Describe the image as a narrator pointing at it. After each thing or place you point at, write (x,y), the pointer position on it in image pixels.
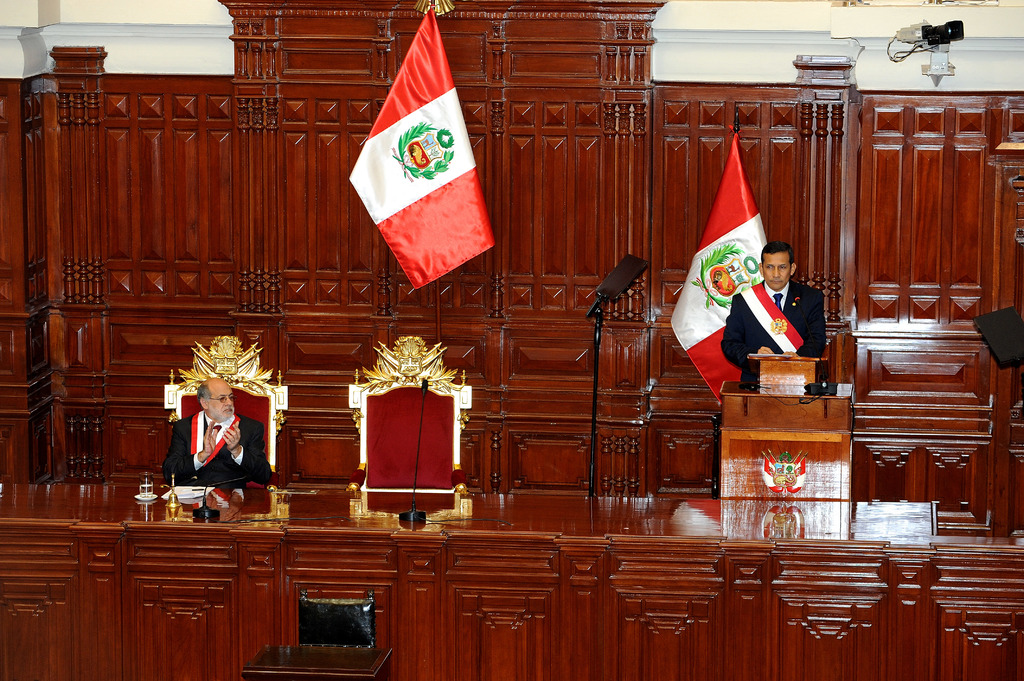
In this picture we can see a man (225,440) is sitting on a chair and another person (752,303) is standing behind the podium (768,376). In front of the man (209,412) it is looking like a wooden table (178,535) and on the table (121,581) there are microphones (213,510), glass (145,488), saucer (137,499) and papers (182,495). On the left side of the man (212,427) there is a stand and a chair (400,439). Behind the people (771,300) there are flags (407,81), wooden wall (721,161) and an object (923,43).
